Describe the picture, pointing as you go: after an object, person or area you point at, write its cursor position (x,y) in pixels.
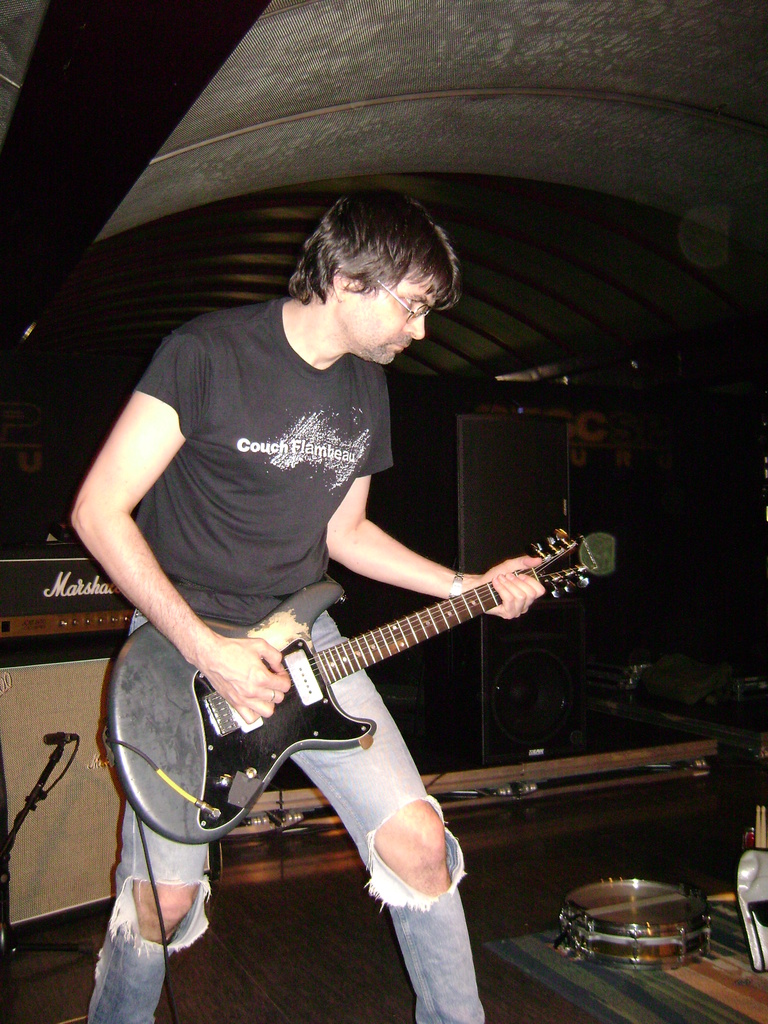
In the center of the image (314,566) there is a man (380,784) playing guitar (172,752). In the background (467,698) there is speaker (475,639). On the right side of the image (633,952) there is a drum (692,938).
